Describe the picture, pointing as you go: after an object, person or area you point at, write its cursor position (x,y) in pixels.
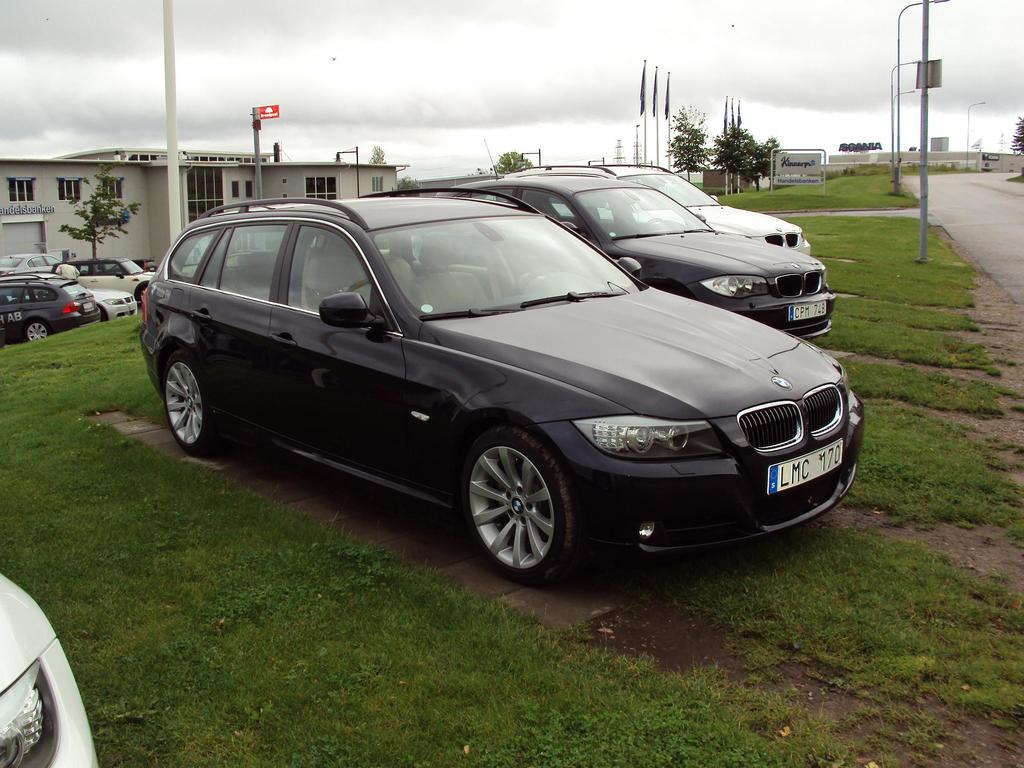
In this image, we can see some cars (433,369). There are poles (925,190) beside the road (962,209). There is a building (142,209) on the left side of the image (150,245). There is a grass (895,297) on the ground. There is pole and tree (90,238) in front of the building (150,193). There is a sky (398,123) at the top of the image (407,59).
